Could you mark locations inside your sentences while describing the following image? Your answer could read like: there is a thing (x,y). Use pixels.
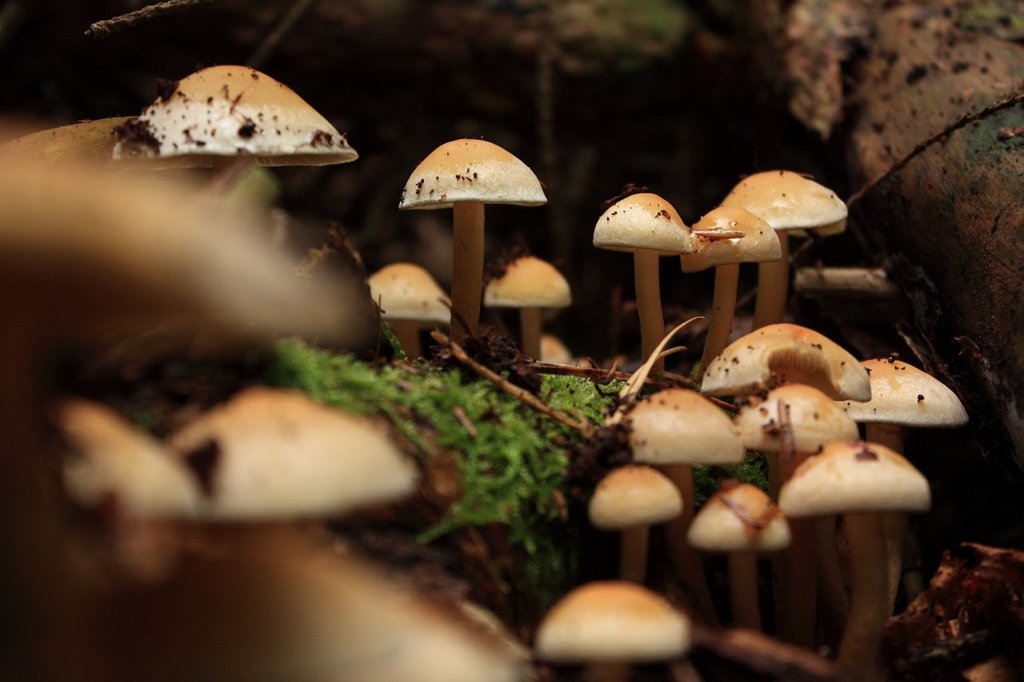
In the center of the image (574,426) we can see mushrooms (611,483) and grass (712,486). In the background (854,145), we can see it is blurred.
